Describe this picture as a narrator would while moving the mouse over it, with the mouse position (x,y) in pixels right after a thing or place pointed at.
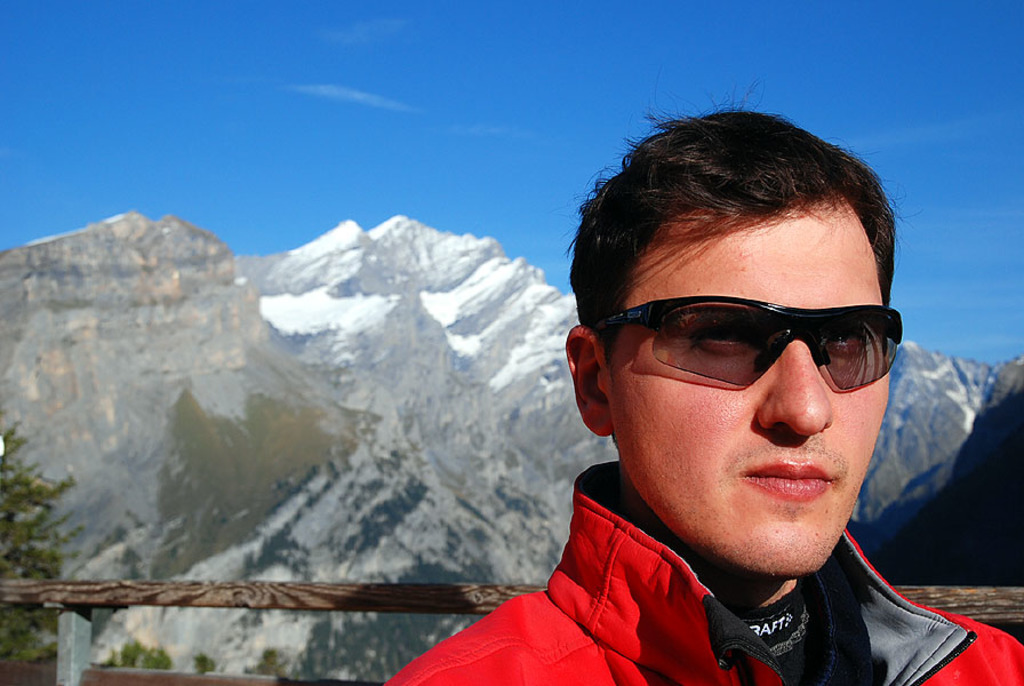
In this picture, there is a man (799,466) wore goggles (768,329), behind him we can see wooden fence (150,679). In the background of the image (16,577) we can see trees (13,509), mountain (148,433) and sky (563,65) in blue color.
